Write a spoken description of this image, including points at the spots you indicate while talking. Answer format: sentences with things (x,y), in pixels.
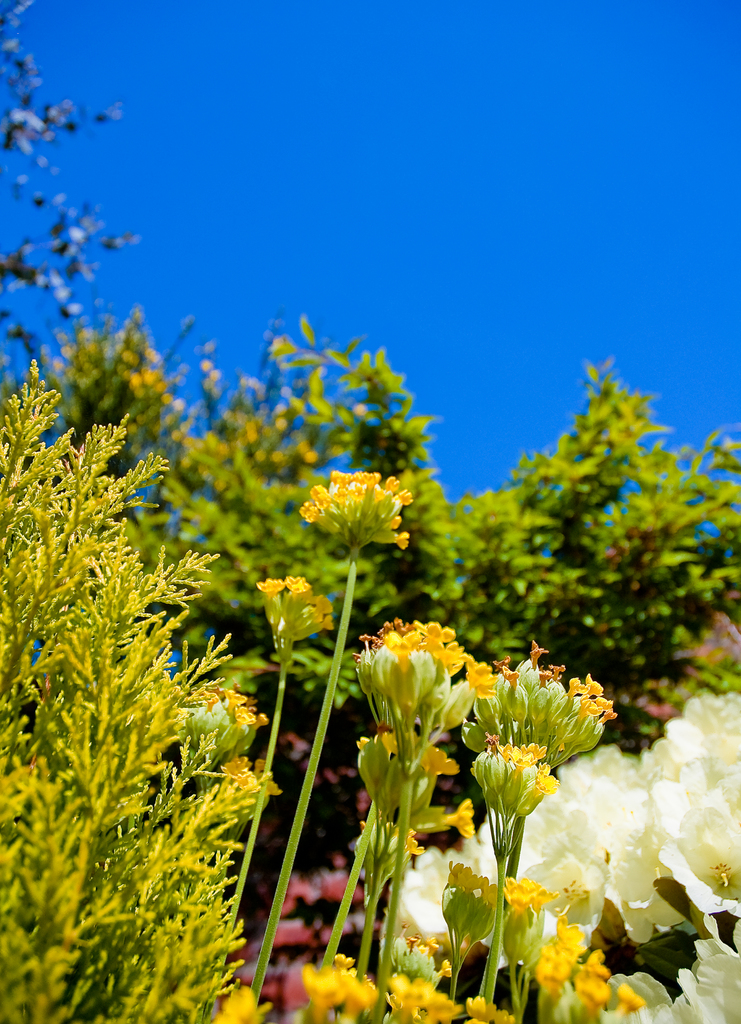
In this picture we can see plants (168,831) and flowers (737,846) in the front (364,640), in the background (539,558) there is a tree (506,559), we can see the sky (475,168) at the top of the picture (472,128).
